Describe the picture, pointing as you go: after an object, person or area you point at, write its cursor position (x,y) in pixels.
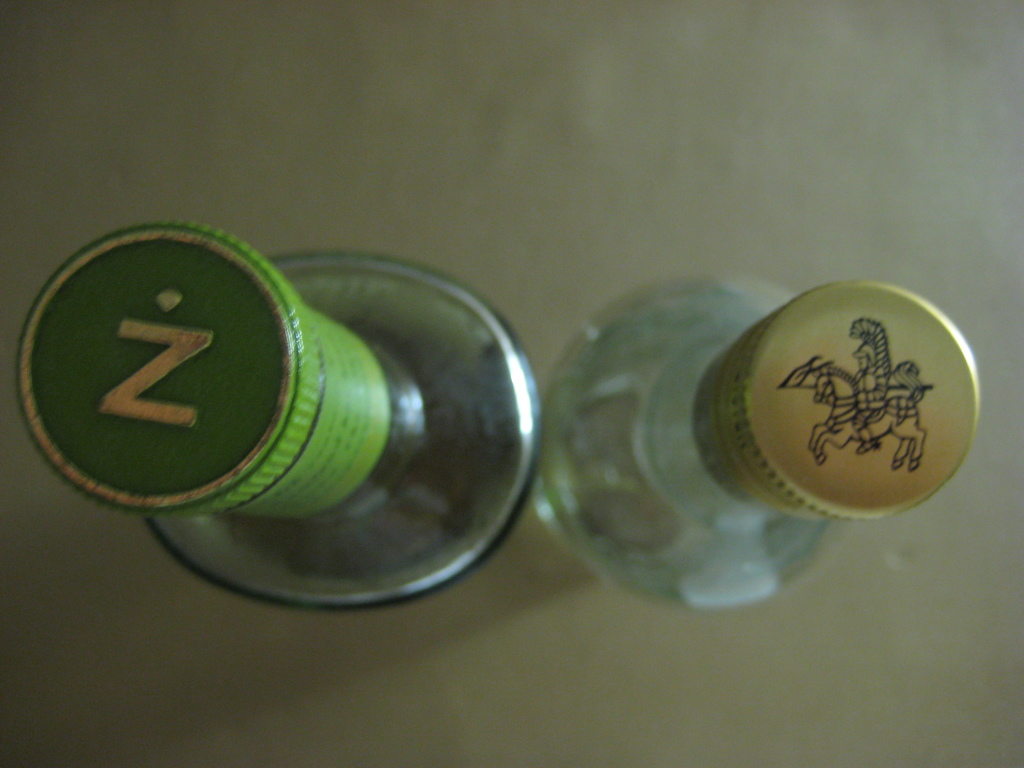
This picture shows a couple of bottles (432,286).
